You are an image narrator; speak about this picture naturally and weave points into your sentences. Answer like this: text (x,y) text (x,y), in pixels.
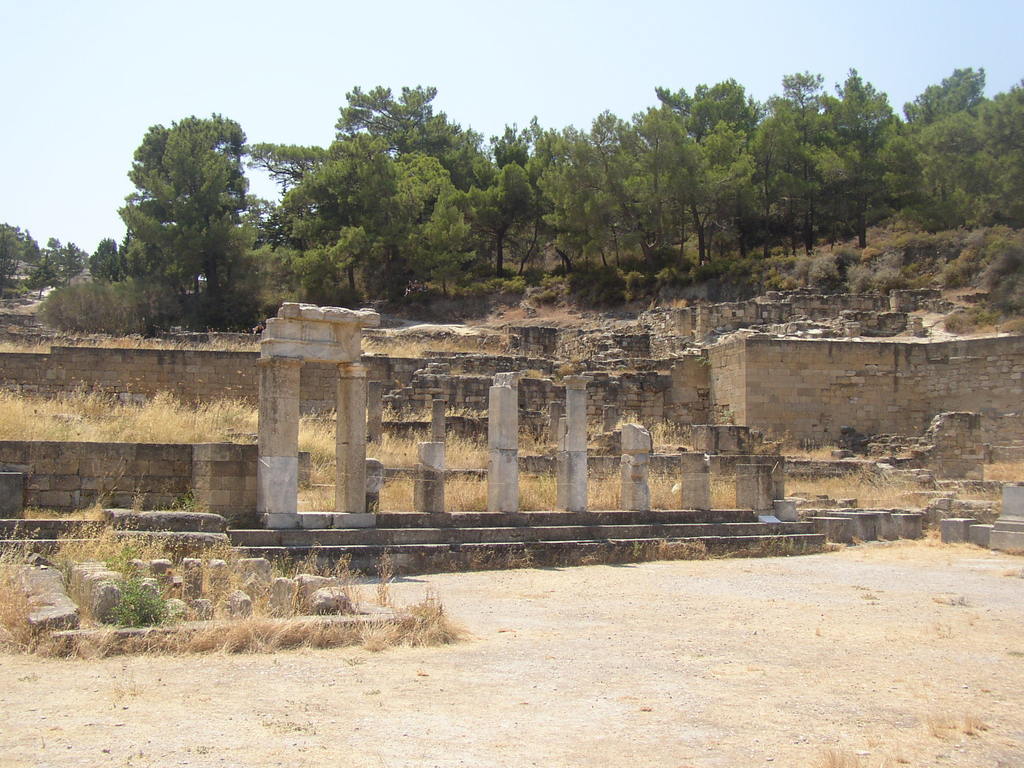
In this image I see the wall (114,494) and pillars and I see the dry grass (19,408) and I see the ground (962,703). In the background (1009,160) I see the trees (1009,160) and the clear sky (27,70).
